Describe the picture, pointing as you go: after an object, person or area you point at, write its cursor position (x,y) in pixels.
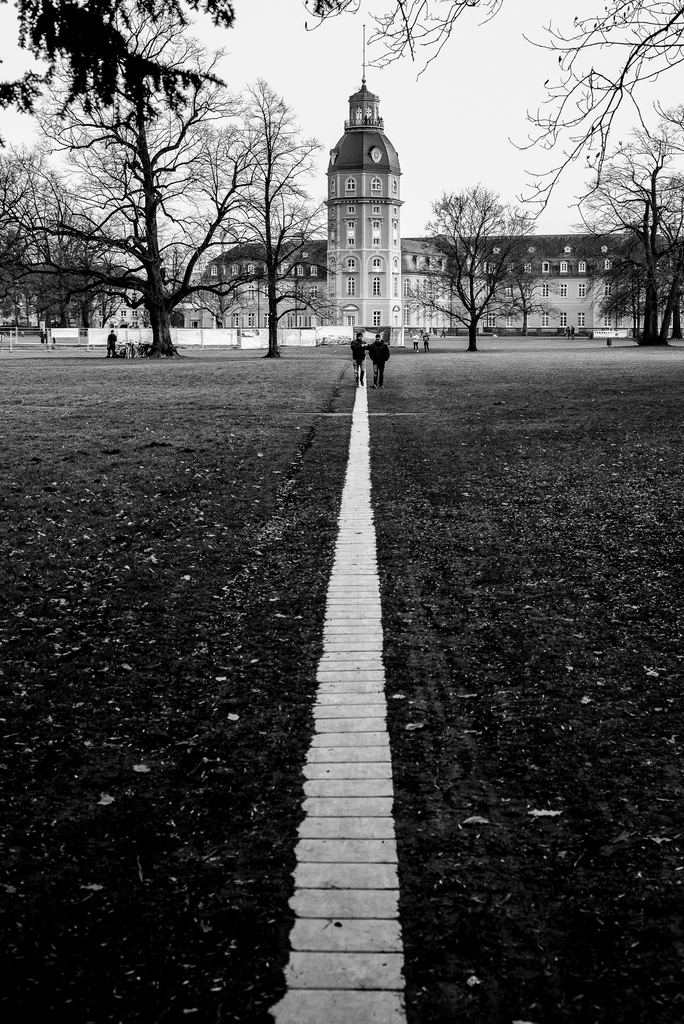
This picture describes about group of people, in the background (379,193) we can see few trees (657,275) and buildings (379,193), and it is a black and white photography.
